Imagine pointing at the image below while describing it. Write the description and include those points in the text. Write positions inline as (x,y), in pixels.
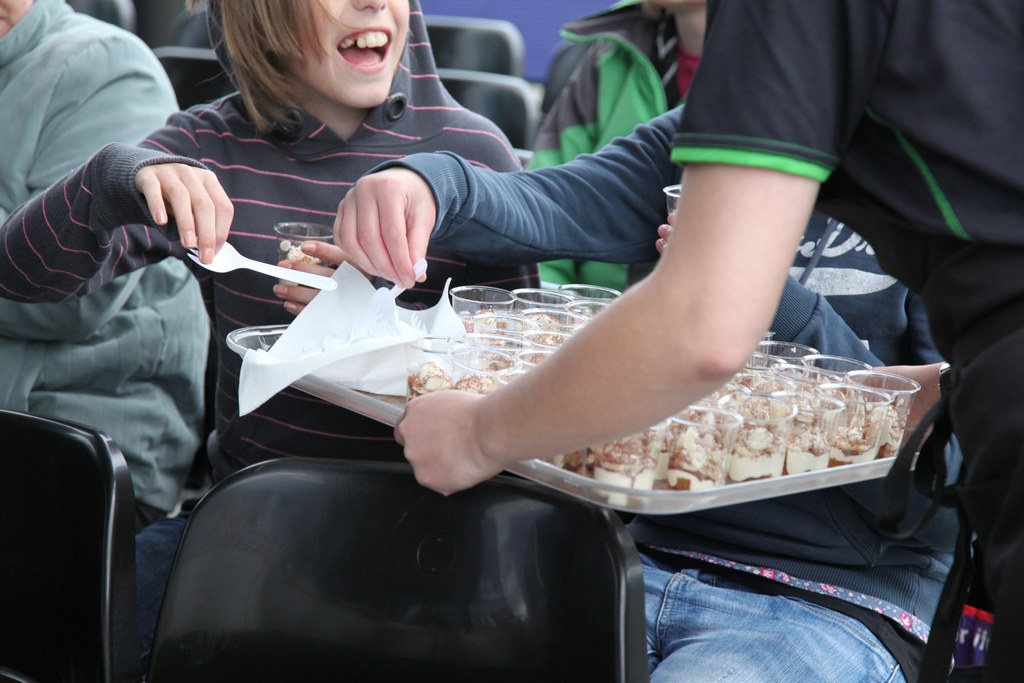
In the image we can see there is a person (815,47) holding tray (422,378) in his hand (469,466) and there are cups (769,382) in which there are sweets (758,397). There are kids (232,193) sitting on the chairs (437,548).
